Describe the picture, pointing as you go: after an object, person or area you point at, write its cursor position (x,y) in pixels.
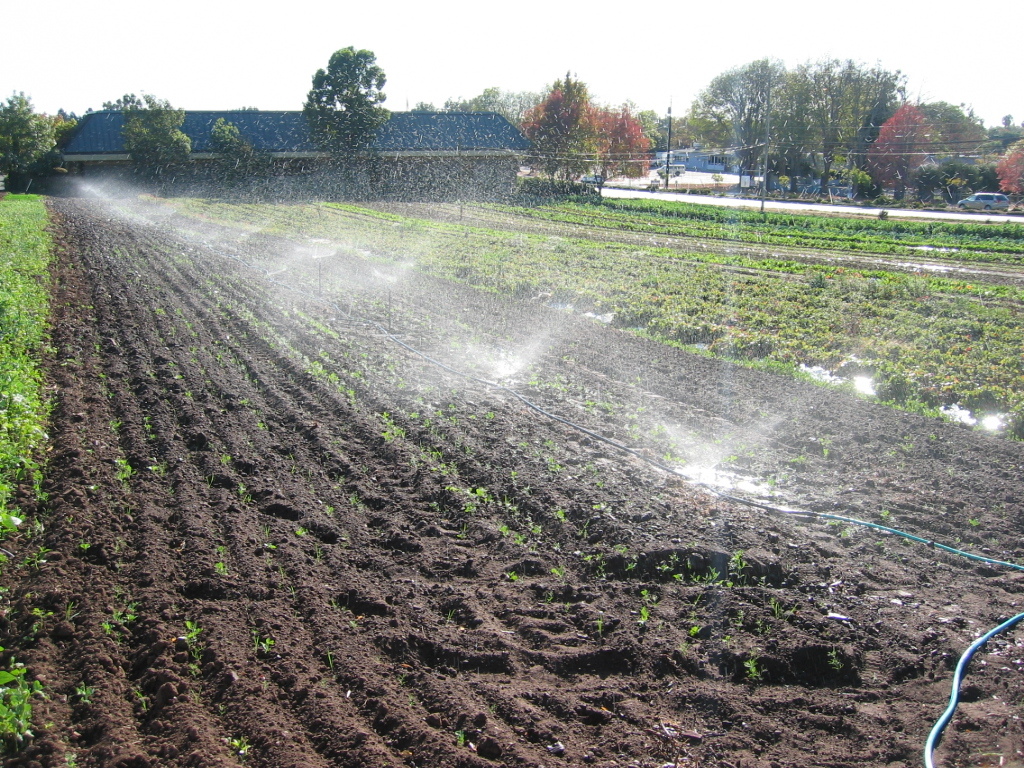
In this image we can see the farmland (695,237) and water sprinklers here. In the background (158,141), we can see the wooden house (385,153), trees (923,145), vehicles (986,198) on the road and the sky (489,58).
